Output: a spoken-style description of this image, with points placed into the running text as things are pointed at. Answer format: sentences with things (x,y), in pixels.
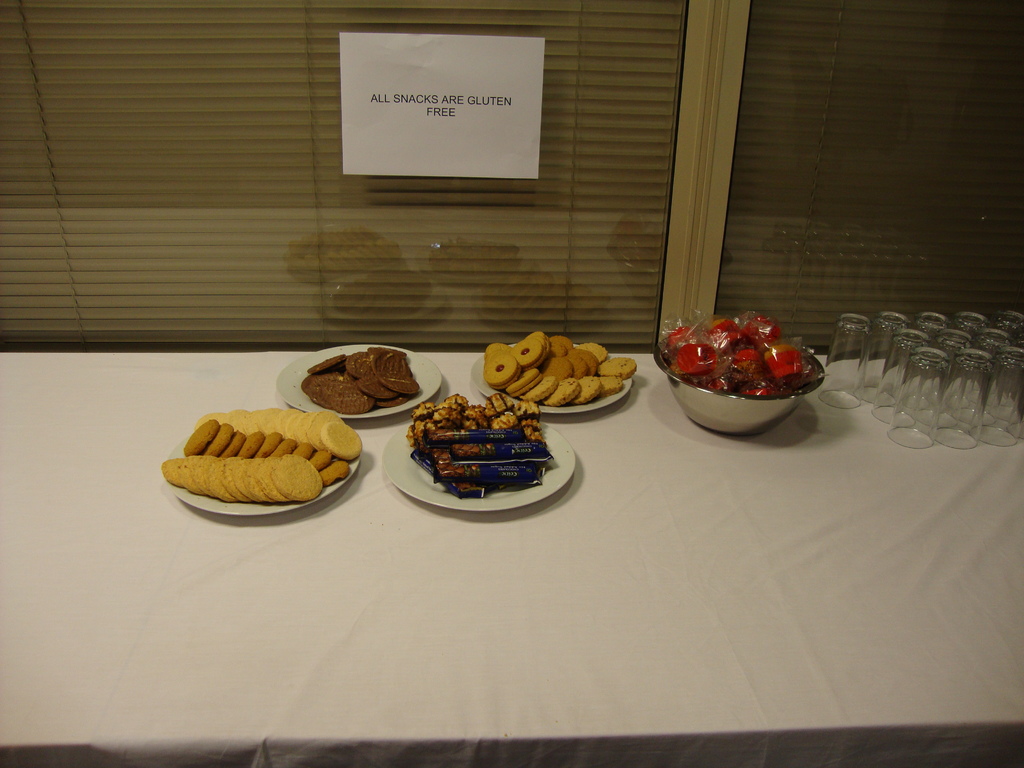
On the left side (222,433), there are biscuits (355,401), cookies (358,401) and chocolates (467,448) arranged on the white color plates (413,356). On the right side (780,355), there are food items (674,334) arranged in a bowl (754,412) and there are glasses (945,394) arranged on a table (677,552) which is covered with white color cloth (889,515). In the background (427,138), there is a poster (350,148) pasted on a window (814,90).
